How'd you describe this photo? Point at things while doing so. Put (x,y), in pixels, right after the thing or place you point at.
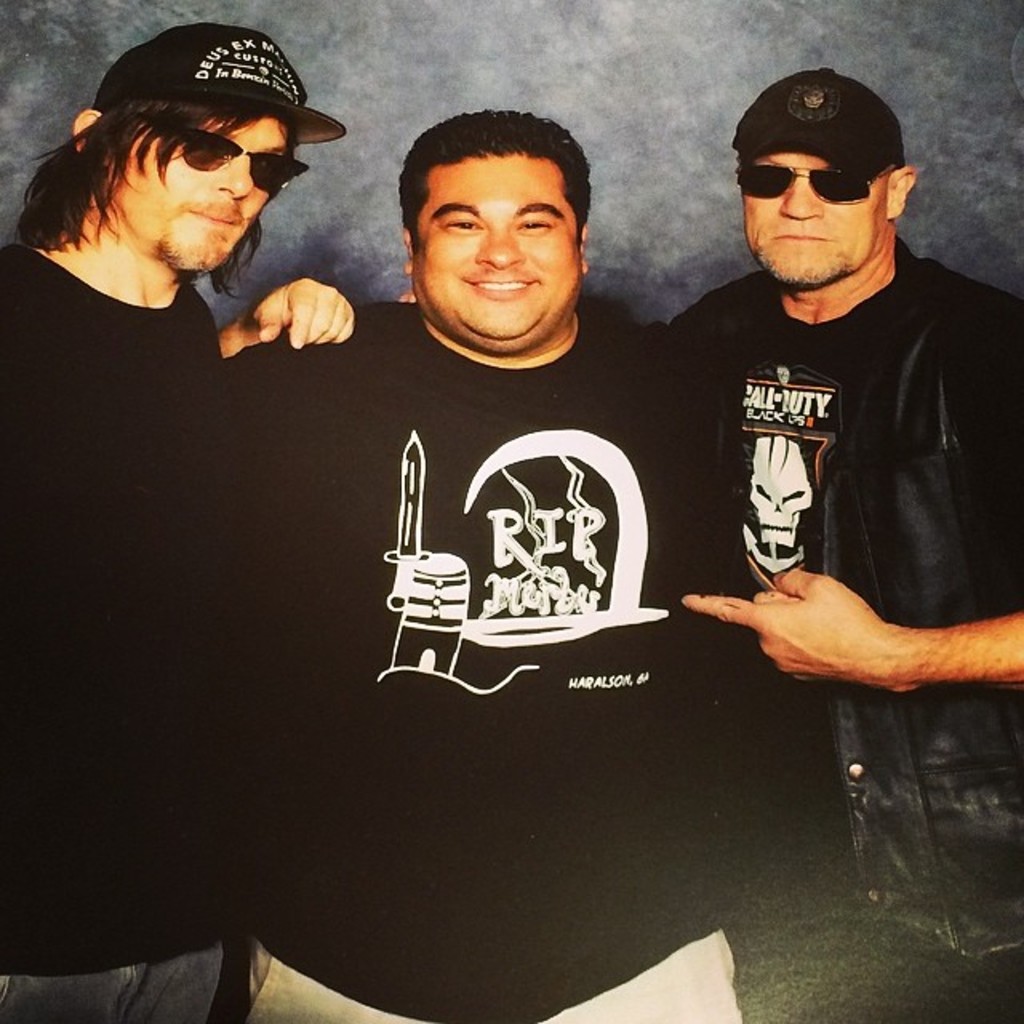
In this image we can see three persons (860,632) wearing black dress (335,482) are standing. One person (942,617) is wearing black coat (890,412), two persons (848,263) are wearing cap (189,55) and goggles (752,169).
